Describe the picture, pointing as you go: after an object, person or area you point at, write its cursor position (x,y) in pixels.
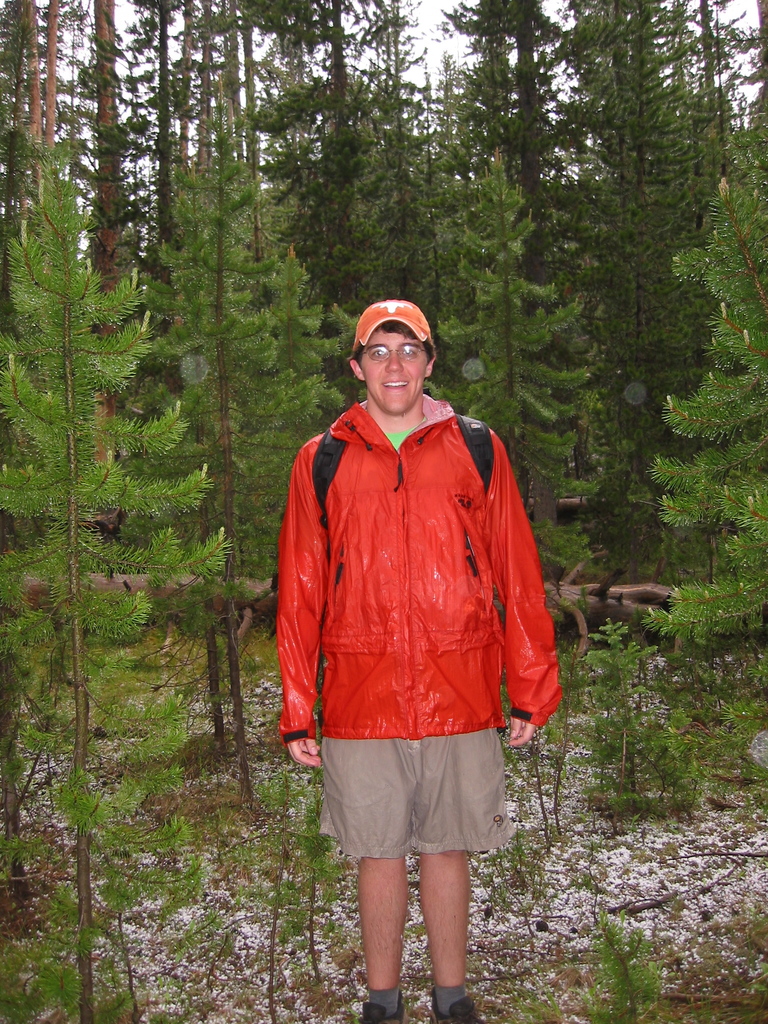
In this picture we can see a person (331,813) standing on the ground (300,799) and in the background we can see trees (280,792), sky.
